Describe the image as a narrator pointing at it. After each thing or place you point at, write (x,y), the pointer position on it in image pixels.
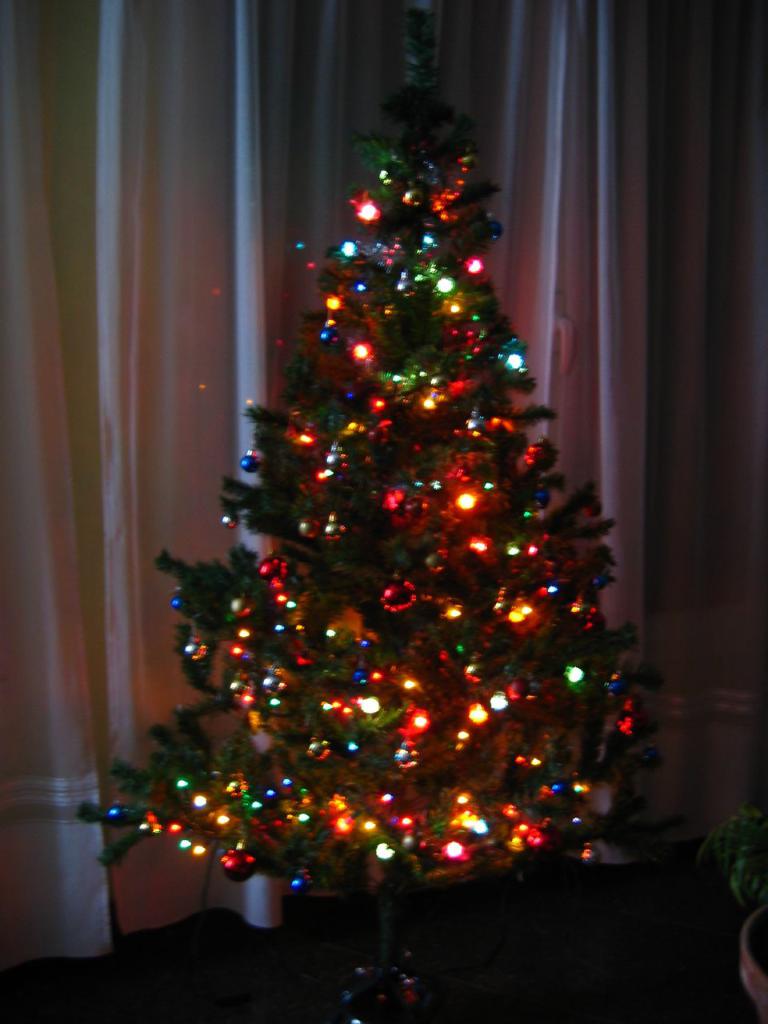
In this image we can see there is a Christmas tree (399,517) with decoration (470,681) of lights (352,206). At the back (347,222) there is a curtain (3,376) and object (746,979) it looks like a potted plant (751,843).
